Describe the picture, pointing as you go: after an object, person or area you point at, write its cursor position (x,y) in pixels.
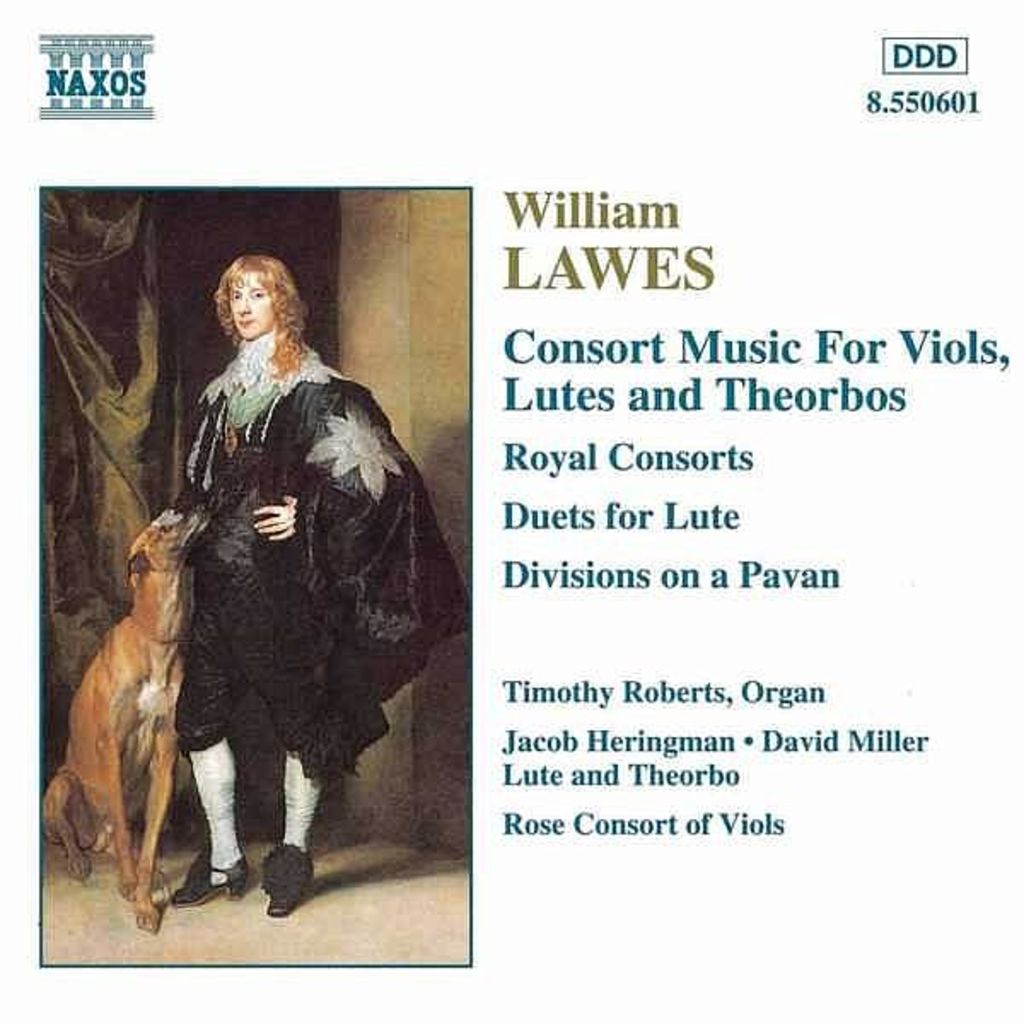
This is a poster (324,458). On the left side (272,459) we can see a picture (276,466) where a man (279,485) is standing and a dog (99,743) is sitting on the floor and in the background (134,330) we can see a pillar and a cloth (75,348). On the right side (727,390) and at the top (86,100) we can see texts (917,100) written on the poster (412,122).
